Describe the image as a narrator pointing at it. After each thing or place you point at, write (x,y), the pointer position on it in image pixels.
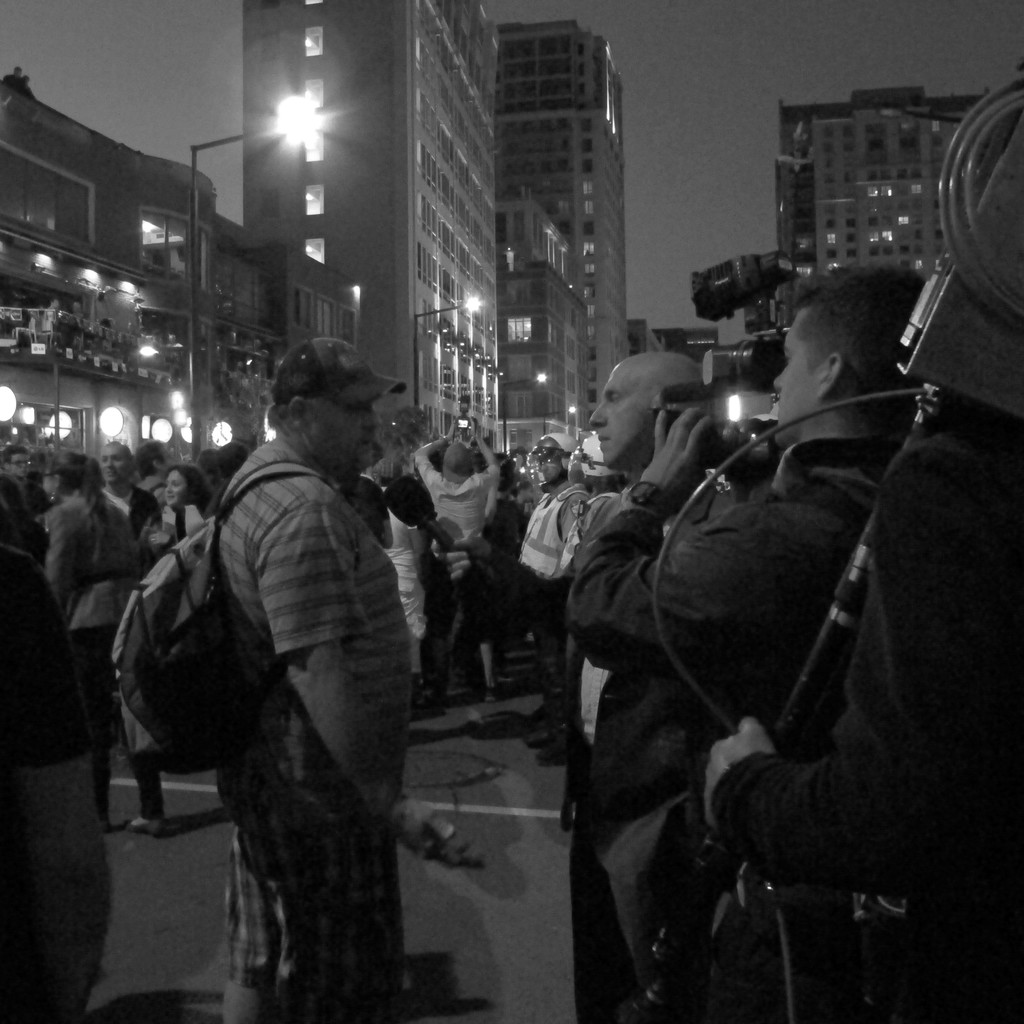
In this picture we can see a group of men (52,544) and women (174,495) standing on the road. In the front (381,579) bottom side there a man (306,808) standing and giving the interview to the media person (773,577) carrying a camera (738,411) in the hand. Behind there are some buildings (396,216) and street lights (208,143).
